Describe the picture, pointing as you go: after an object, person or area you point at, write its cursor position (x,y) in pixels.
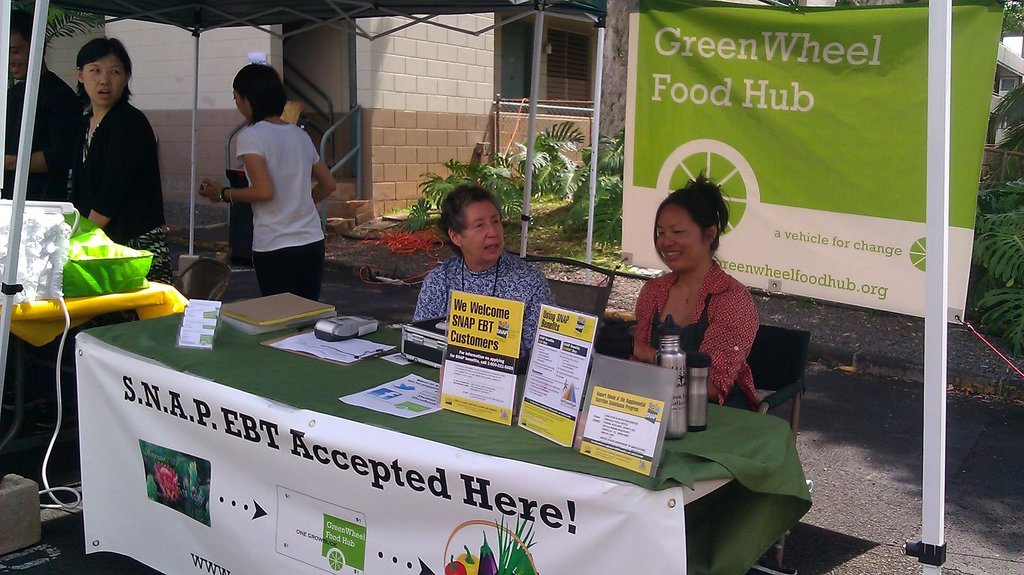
In this picture there are two people (668,234) sitting on the chairs (610,340) behind the table (780,461). There are boards (542,347), books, bottles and there is a box (421,329), device (336,334) and there are papers (361,348) on the table (502,424) and there is a banner (289,459) on the table (790,453), there is text (524,509) and there are pictures (514,539) of vegetables (514,554) on the banner (382,470). On the left side of the image (279,265) there is a person (289,167) walking and there are two people (162,191) standing under the tent (7,311) and there are objects (63,266) on the table (93,303). At the back (551,81) there is a building (455,80) and there is a fence (561,99) and there are trees (566,123) and there is a banner (768,104). At the bottom (822,508) there is a road (871,441) and there is an object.
